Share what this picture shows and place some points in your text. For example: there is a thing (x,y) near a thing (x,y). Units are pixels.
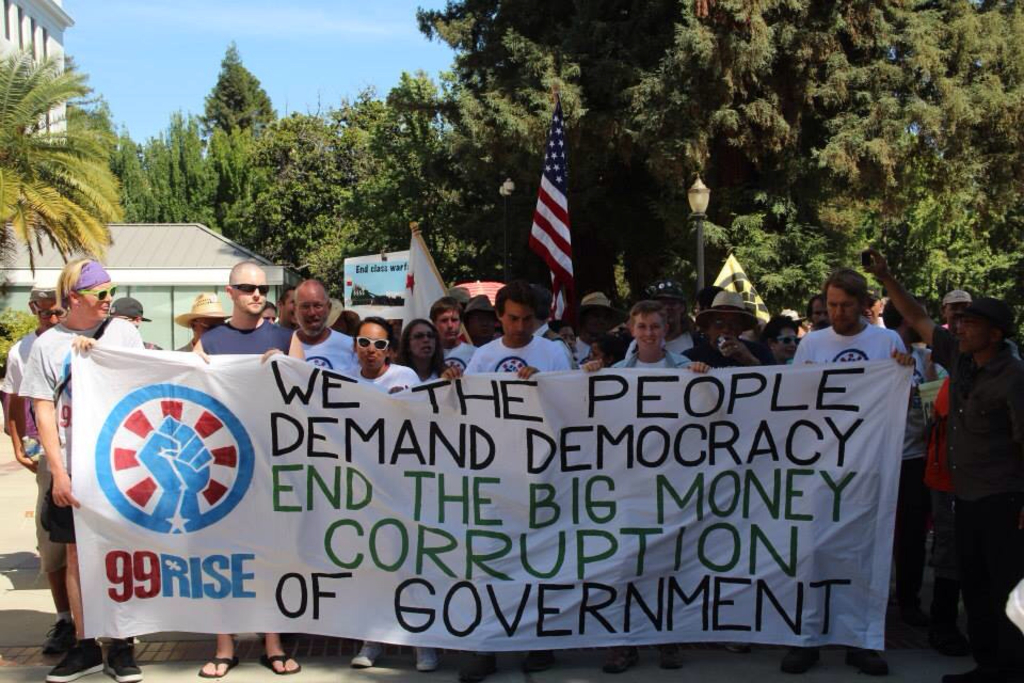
In this image there are a few people (442,347) standing and holding a banner (444,439) in their hands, in the background of the image (550,235) there is a flag (536,229) and a building (162,247) and trees (410,159).
